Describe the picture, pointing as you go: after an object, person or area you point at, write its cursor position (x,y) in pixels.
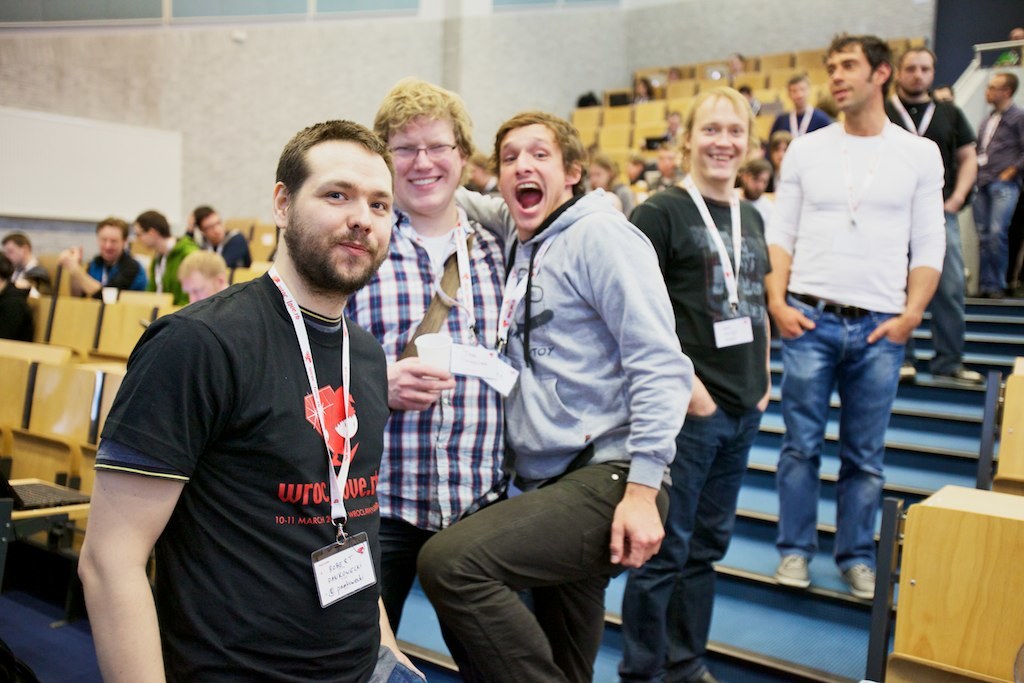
In the image it looks like a room (351,78), there are a lot of chairs (142,295) and few people (808,94) are sitting on the chairs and few other people (503,373) are standing on the steps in between the chairs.
